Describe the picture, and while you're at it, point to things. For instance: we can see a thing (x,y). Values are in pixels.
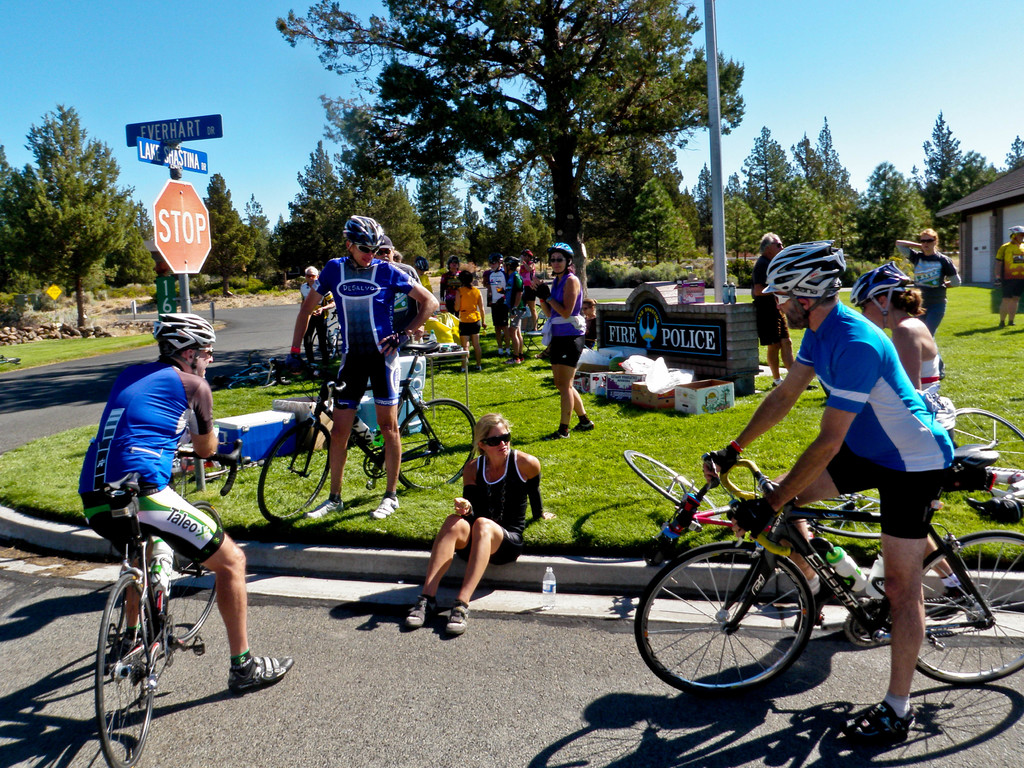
Here we can see a group of people (350,406) sitting and standing, some of them are holding bicycle (145,588) in their hand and at the left side (209,233) we can see sign board (183,165) and behind them we can see trees (419,167), and the sky (250,64) is clear.
